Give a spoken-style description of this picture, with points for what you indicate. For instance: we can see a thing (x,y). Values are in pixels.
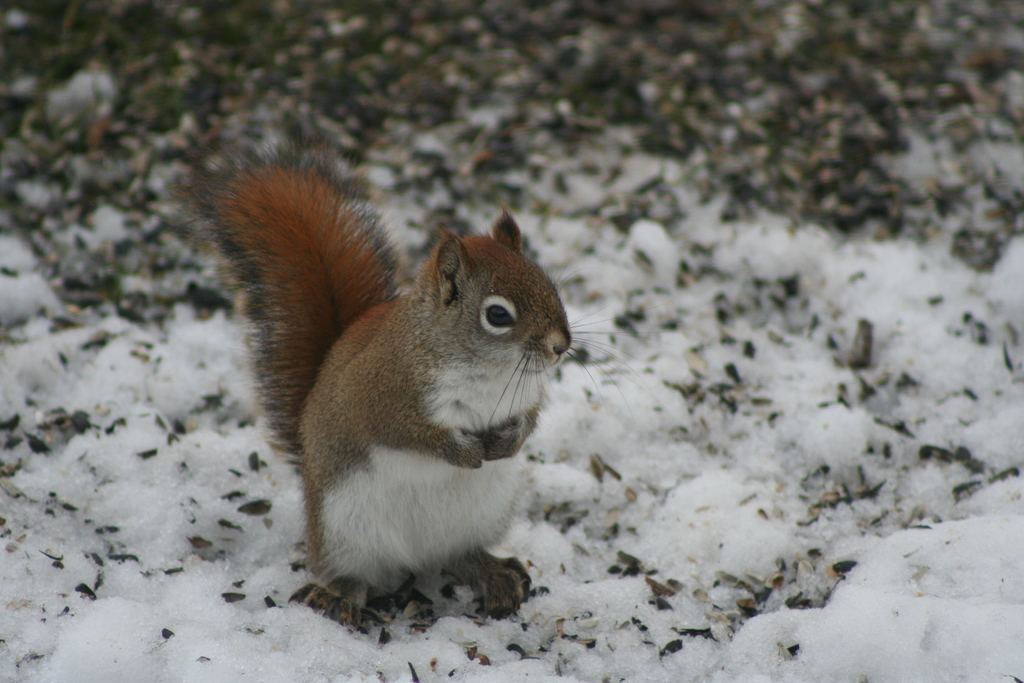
In this picture I can see a squirrel (462,502), there is snow (468,594), and there is blur background (205,40).
